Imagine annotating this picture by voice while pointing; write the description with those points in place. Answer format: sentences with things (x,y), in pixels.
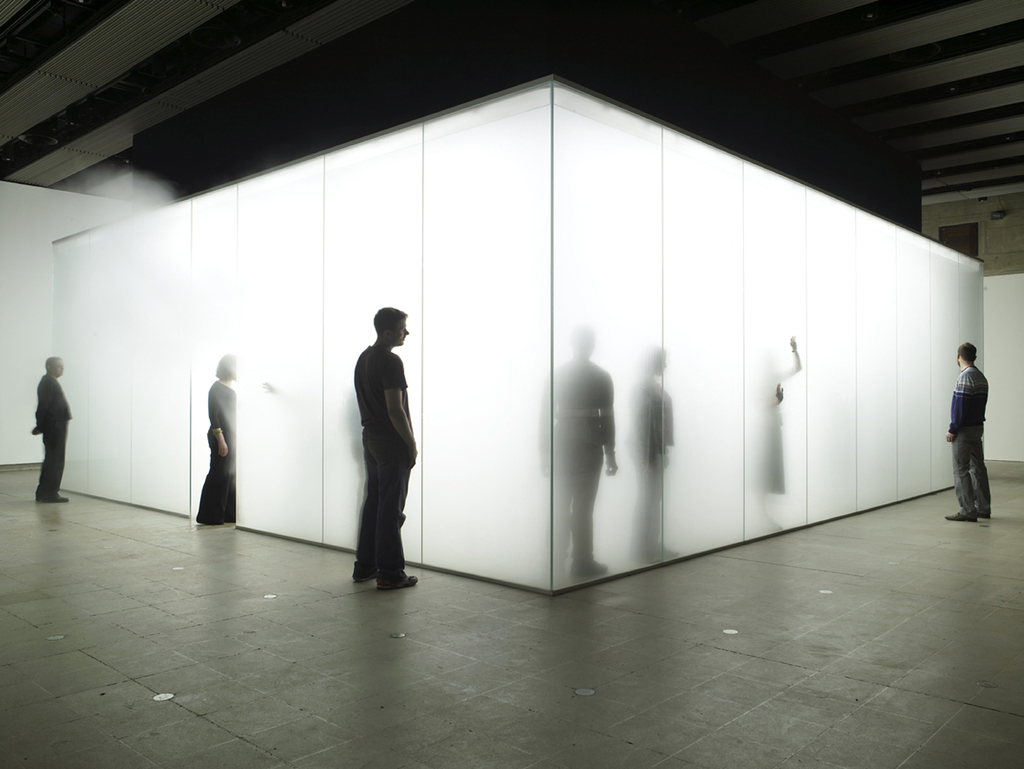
In this picture there is a white color glass box (504,487). Behind there are some persons (598,418) standing in the box (706,387). In the front (358,526) there is a man (359,371) wearing black color t-shirt (375,378), standing near the glass box (407,521) and watching. On the top (680,53) we can see a black color ceiling (940,93).
